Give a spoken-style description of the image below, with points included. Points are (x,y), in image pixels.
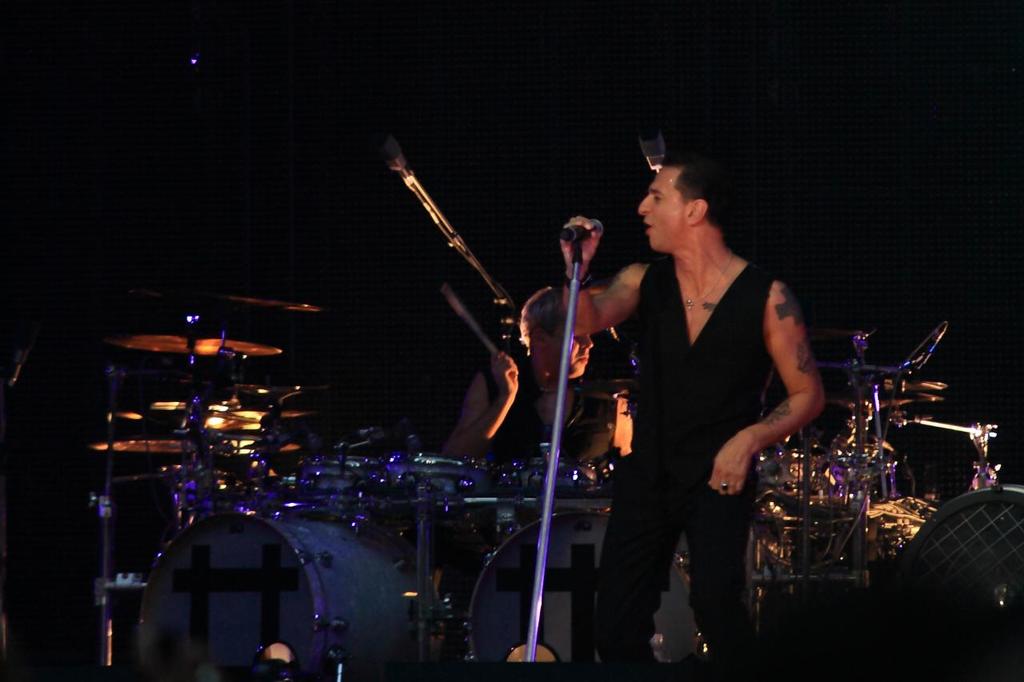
In this image I can see a man (729,603) is standing and singing in the microphone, he wore black color dress (697,475). In the middle (555,320) there is another man (564,451) sitting and beating the drums (513,472).
